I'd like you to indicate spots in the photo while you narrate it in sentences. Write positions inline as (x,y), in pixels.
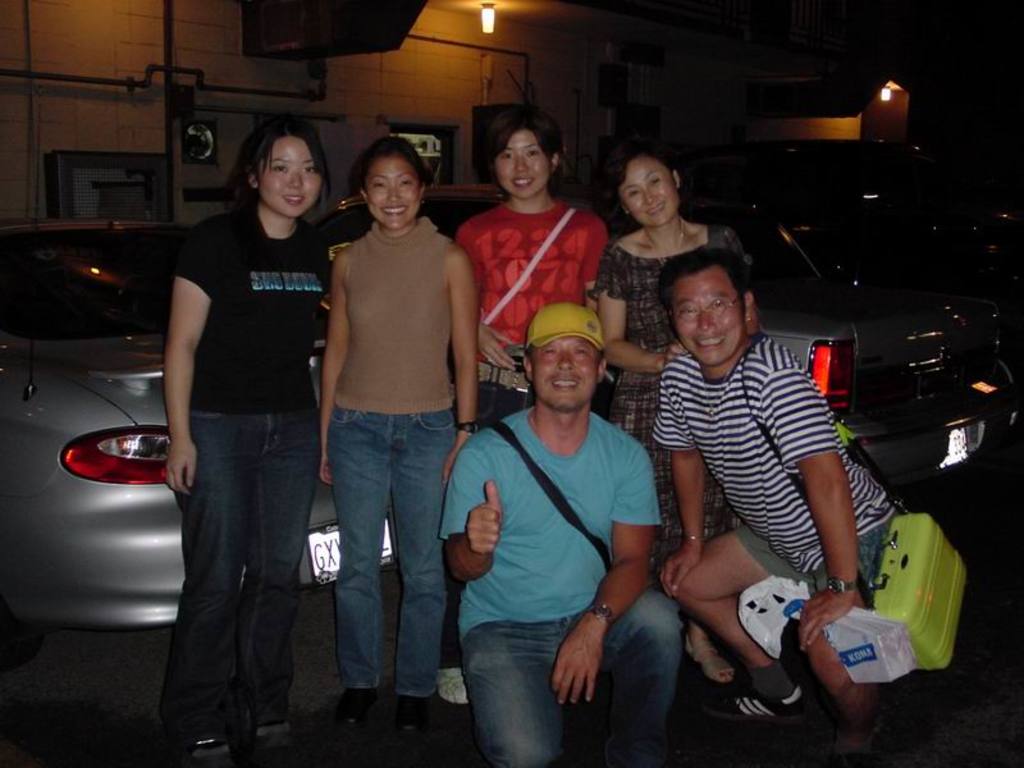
In this image we can see many people (691,494). One person (571,419) is wearing a cap (553,333). Another person (717,369) is wearing specs (727,305) and watch (836,590) and holding a bag (891,573) and a packet (882,638). In the back (216,43) there is a building (382,112) with lights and pipes (237,93).
